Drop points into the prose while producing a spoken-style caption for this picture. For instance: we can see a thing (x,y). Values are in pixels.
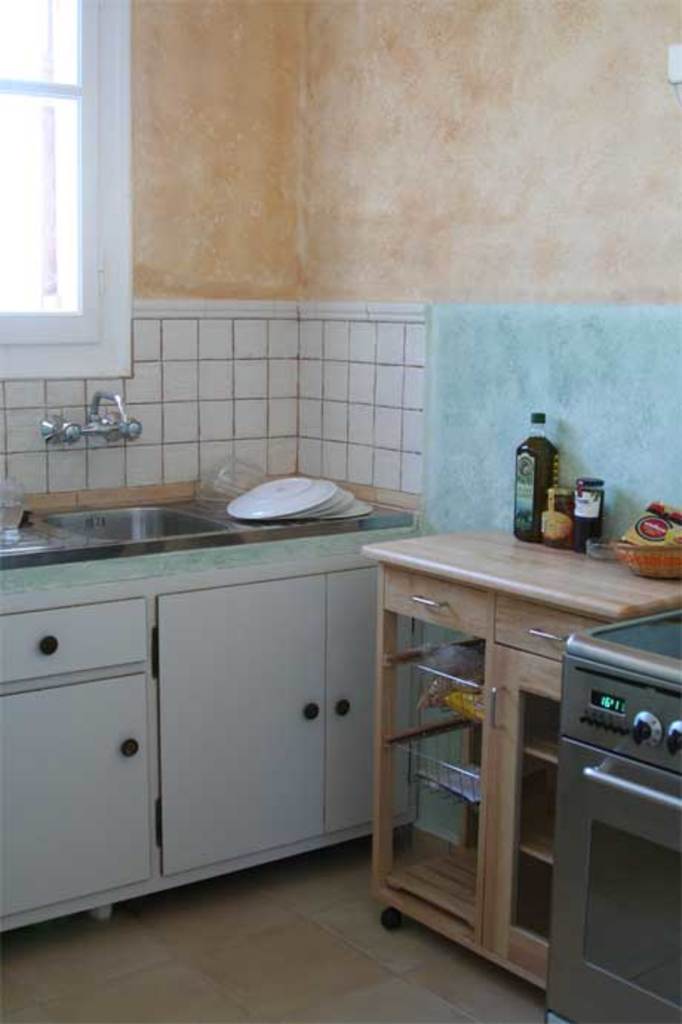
In this picture there is a image of kitchen (122,951), where the plates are kept on the counter (313,520) near the sink (238,527) and there is a glass window (113,312) at the top of the image (70,49) and the two taps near the sink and there is a basket (680,549) containing the wrappers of spices (677,538) and a bottle (518,530) of sauce (552,451) on the wooden desk (532,558).
